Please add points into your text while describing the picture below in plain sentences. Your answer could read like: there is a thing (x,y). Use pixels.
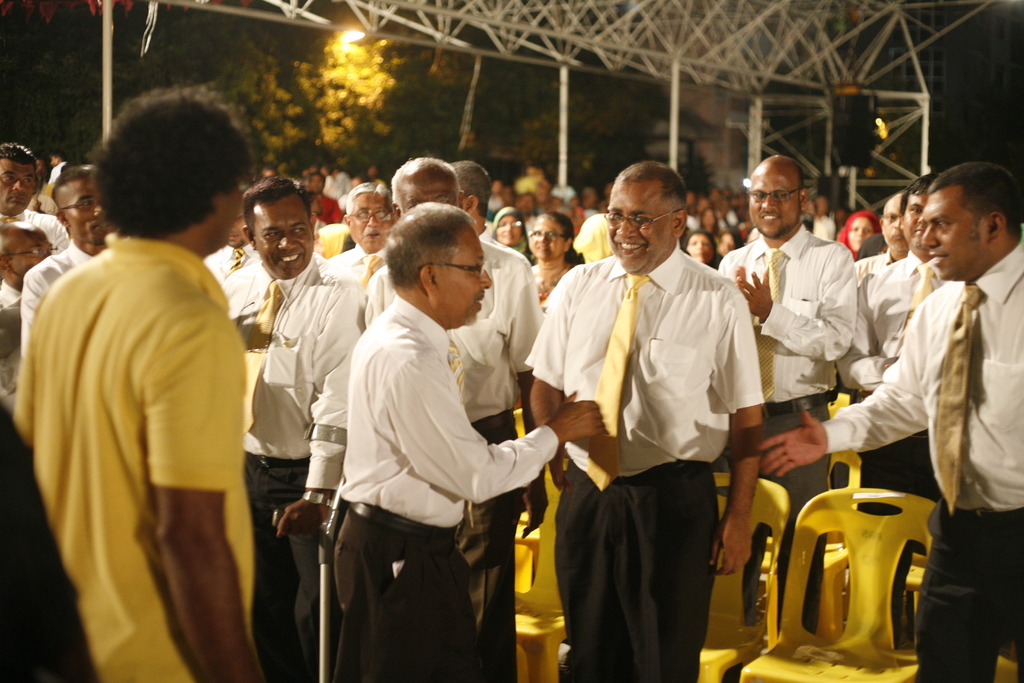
In this image we can see people (251,308) standing on the floor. In the background (491,100) there are chairs (852,514), grills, trees (429,70) and sky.
